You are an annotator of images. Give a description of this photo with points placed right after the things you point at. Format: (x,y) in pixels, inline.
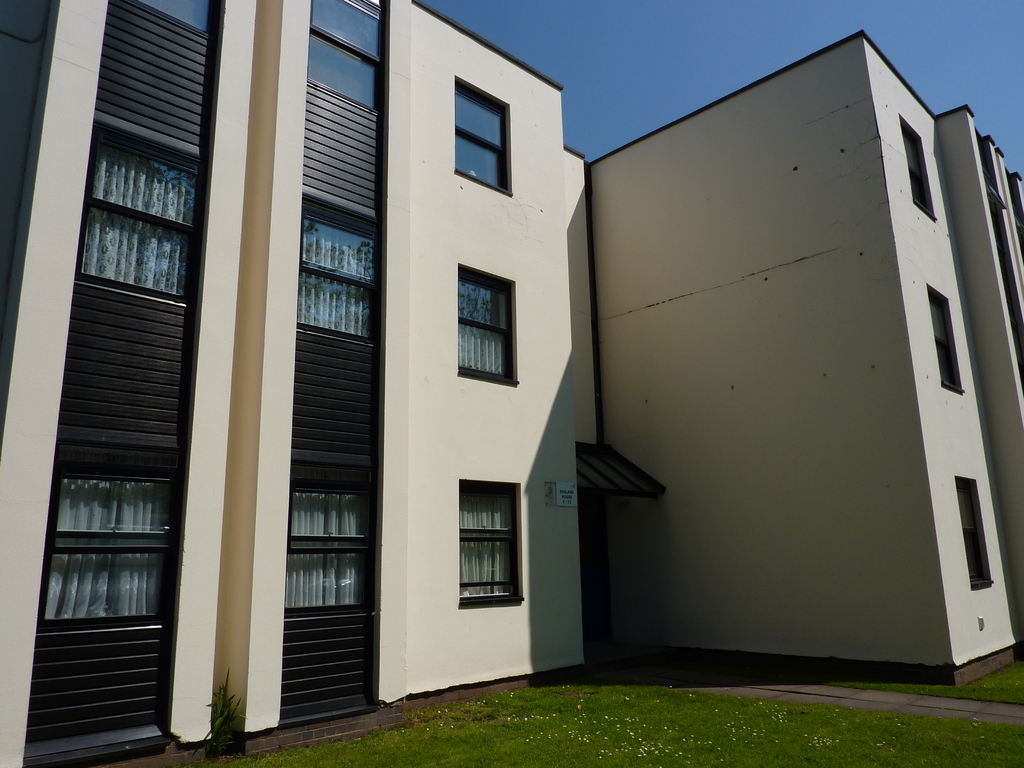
In this image I can see a white colour building (550,354), windows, a whiteboard (563,487), grass (741,762), the sky (643,118) and here on this board (571,485) I can see something is written.
